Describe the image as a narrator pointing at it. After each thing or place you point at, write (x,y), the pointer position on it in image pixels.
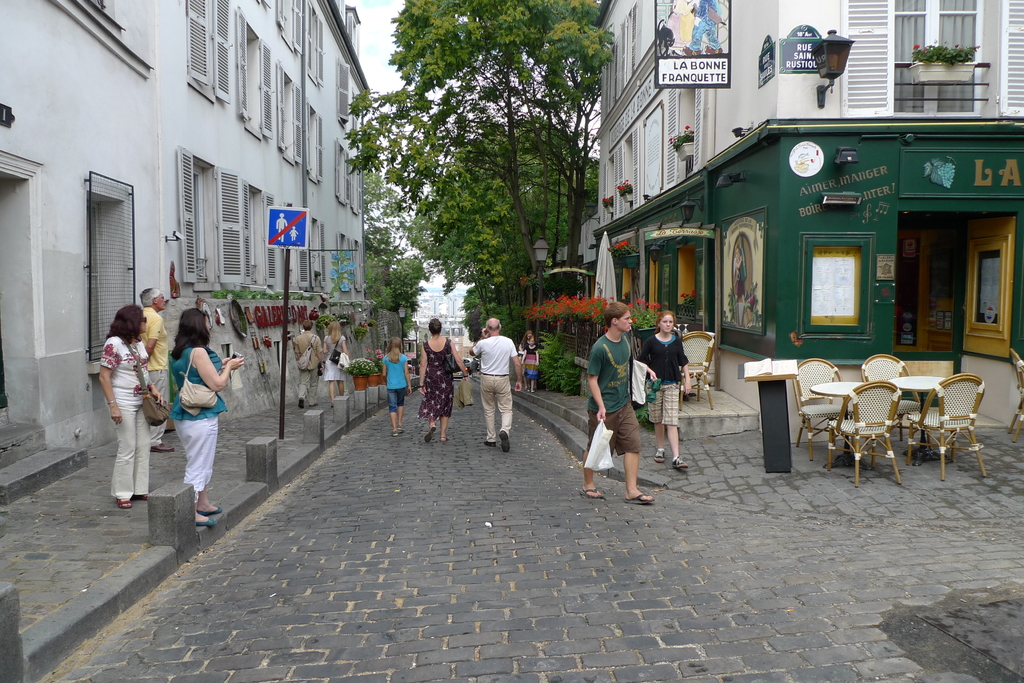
In the middle of the image (625,430) few people (151,365) are standing and walking and there are some tables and chairs (693,337). Behind them there are some plants (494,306) and trees (371,141) and sign boards (1012,180). At the top of the image (255,177) there are some buildings (743,4) and trees (607,34).
